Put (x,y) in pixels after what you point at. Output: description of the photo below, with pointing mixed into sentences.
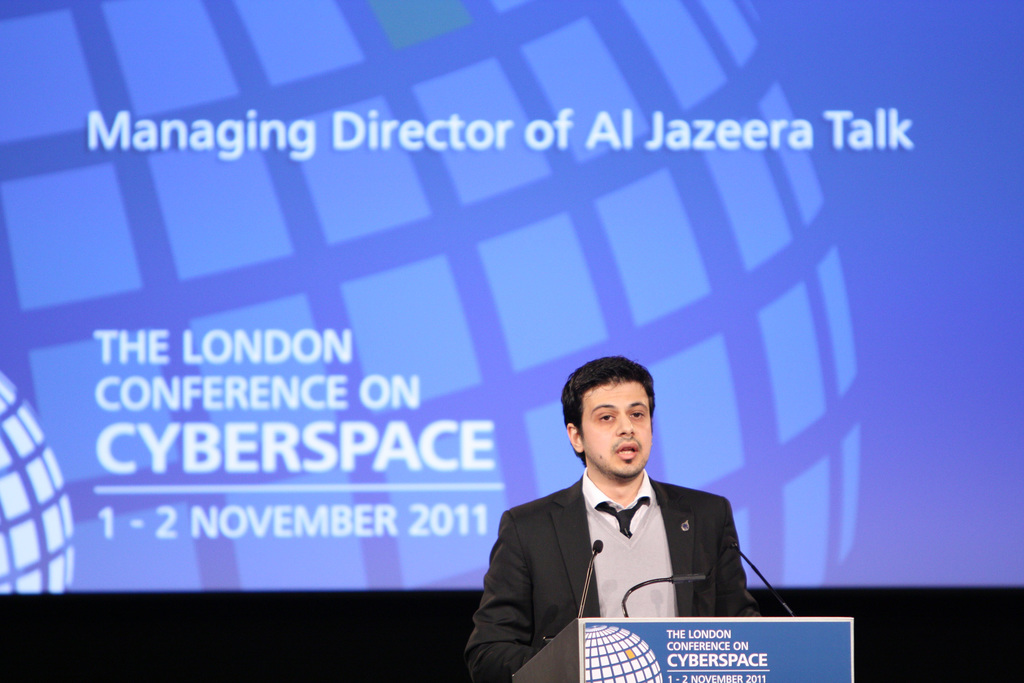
In this image we can see the podium (823,652), one man (608,439) standing near the podium (825,667) and talking. There are three microphones (766,580) attached to the podium (581,644), some text (735,662), numbers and logo (655,661) on the podium (805,668). There is one big blue screen (998,295) in the background (340,170) with text (271,345), numbers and logo (499,232). In the background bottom of the image (170,614) is dark.
